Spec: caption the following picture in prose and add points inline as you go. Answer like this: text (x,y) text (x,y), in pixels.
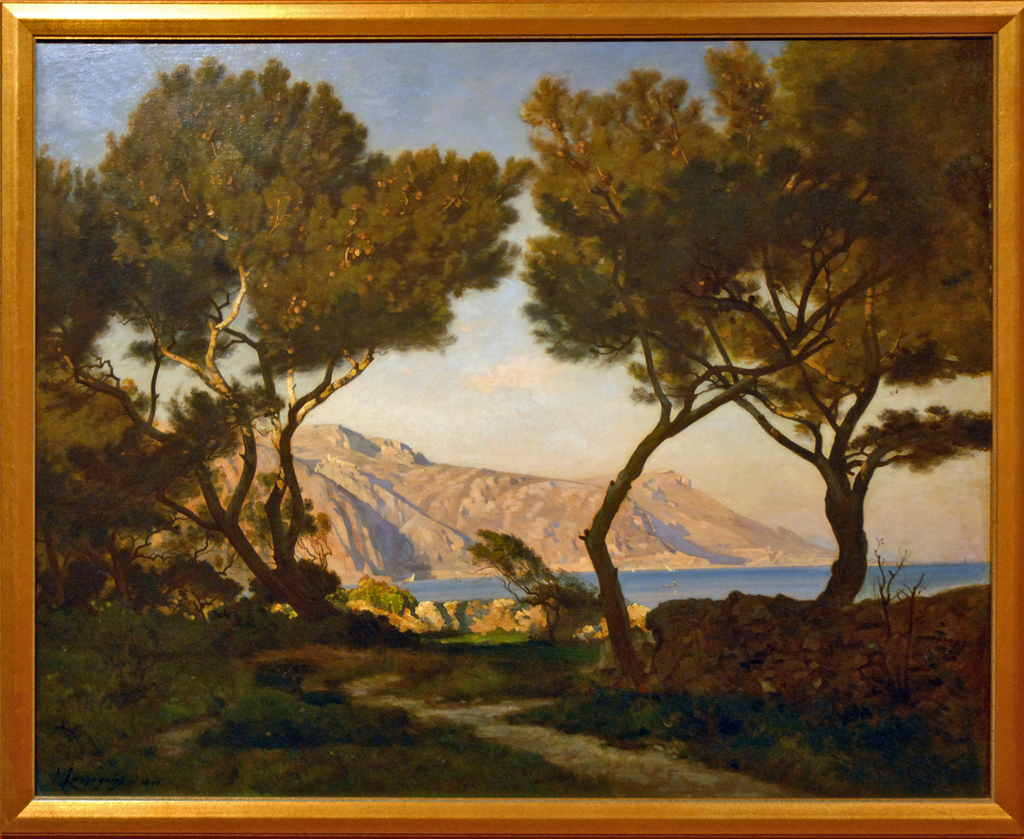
In this image there is a frame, in the frame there are trees (389,334), mountains (477,522), river (767,577) and a sky (465,394).
